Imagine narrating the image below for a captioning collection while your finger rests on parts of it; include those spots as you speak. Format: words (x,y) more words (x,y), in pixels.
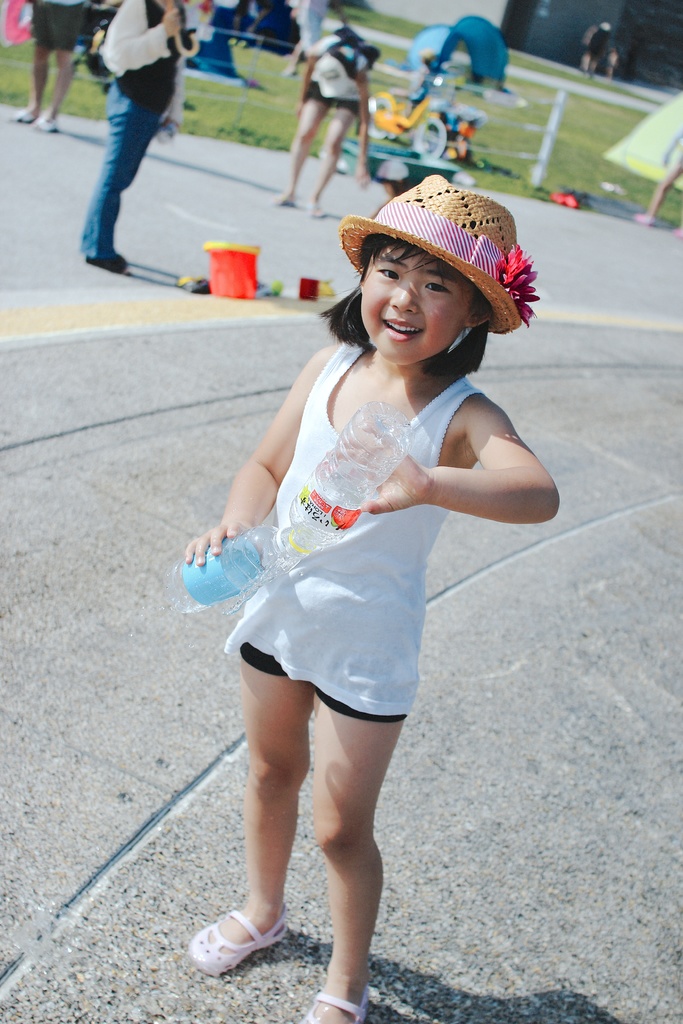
In this image we can see a kid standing and holding the bottles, behind the kid (358,338) we can see a few people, there are some objects (232,279) on the ground (261,256), also we can see the tents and fence (561,114).
